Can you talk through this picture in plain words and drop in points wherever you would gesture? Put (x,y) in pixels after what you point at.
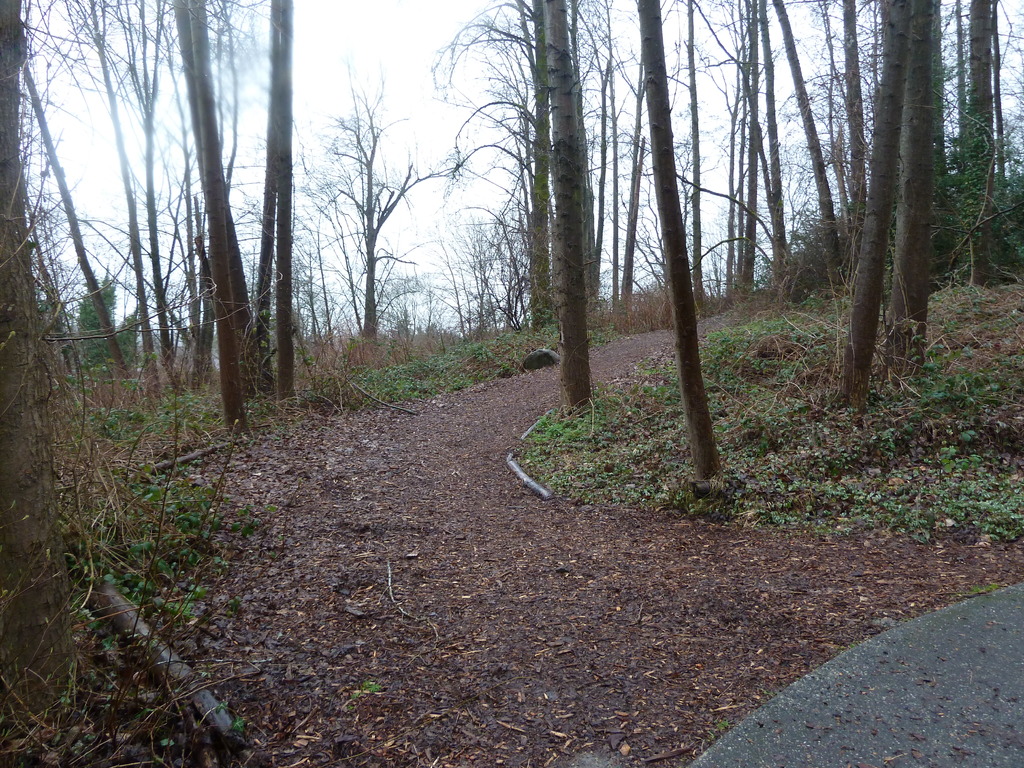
In the picture I can see the trunk (279,156) of trees (581,162) in the middle of the image (534,283). In the background (850,115), I can see the trees (393,209). I can see small plants (784,332) on the side of the walkway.
